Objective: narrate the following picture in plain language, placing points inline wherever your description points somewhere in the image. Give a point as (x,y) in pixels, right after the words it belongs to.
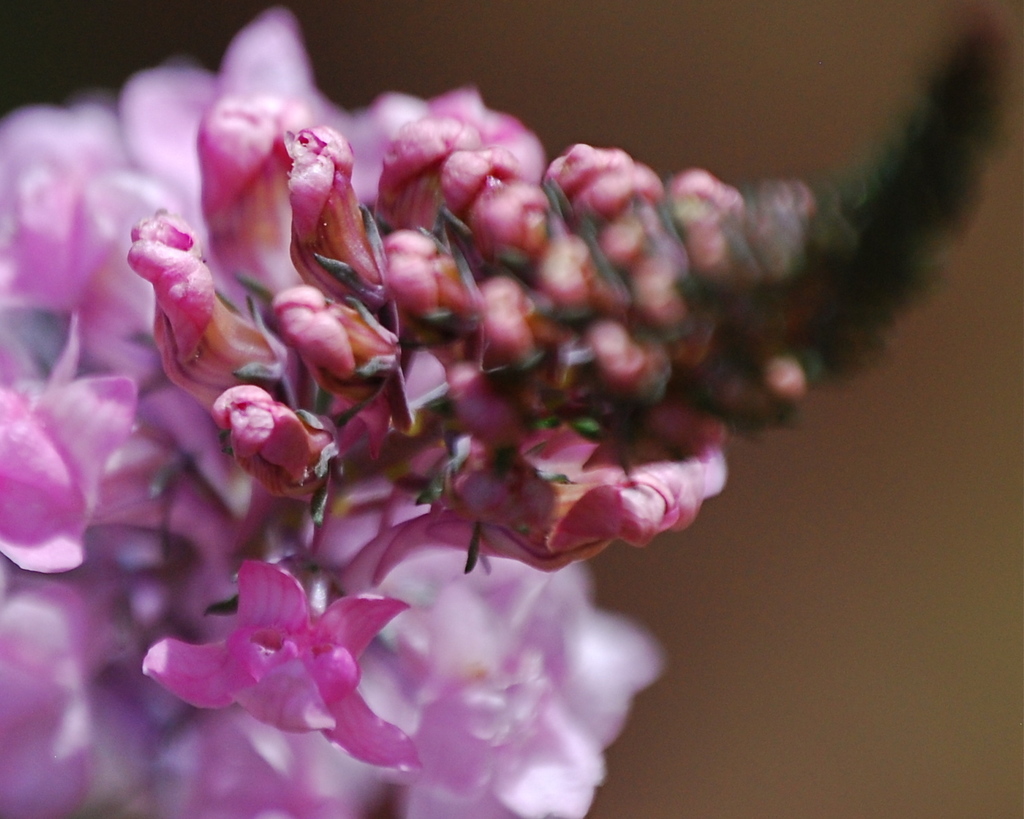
In this image we can see pink flowers (414,412) and at the back side (764,605) there is a wall (704,71).
